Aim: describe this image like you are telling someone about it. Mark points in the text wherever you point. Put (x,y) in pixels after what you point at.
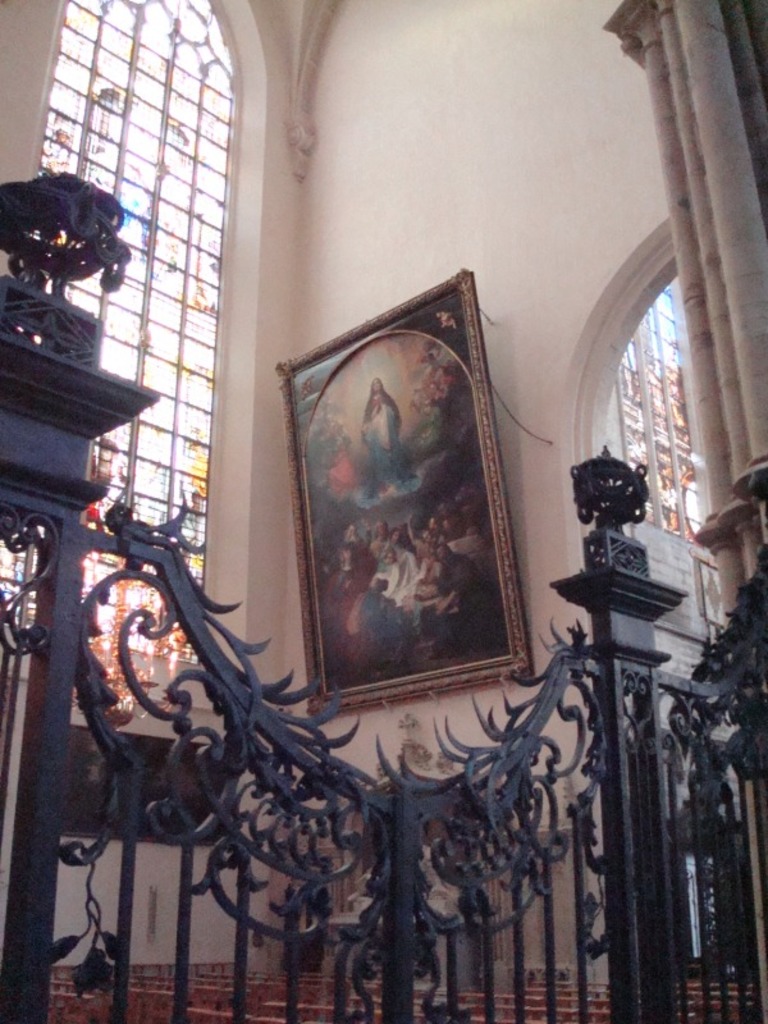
In this image, we can see the wall (494,7) with the frame (319,414) and some windows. We can see the fence (645,785) and some objects (210,1017). We can also see a pillar (711,80).
